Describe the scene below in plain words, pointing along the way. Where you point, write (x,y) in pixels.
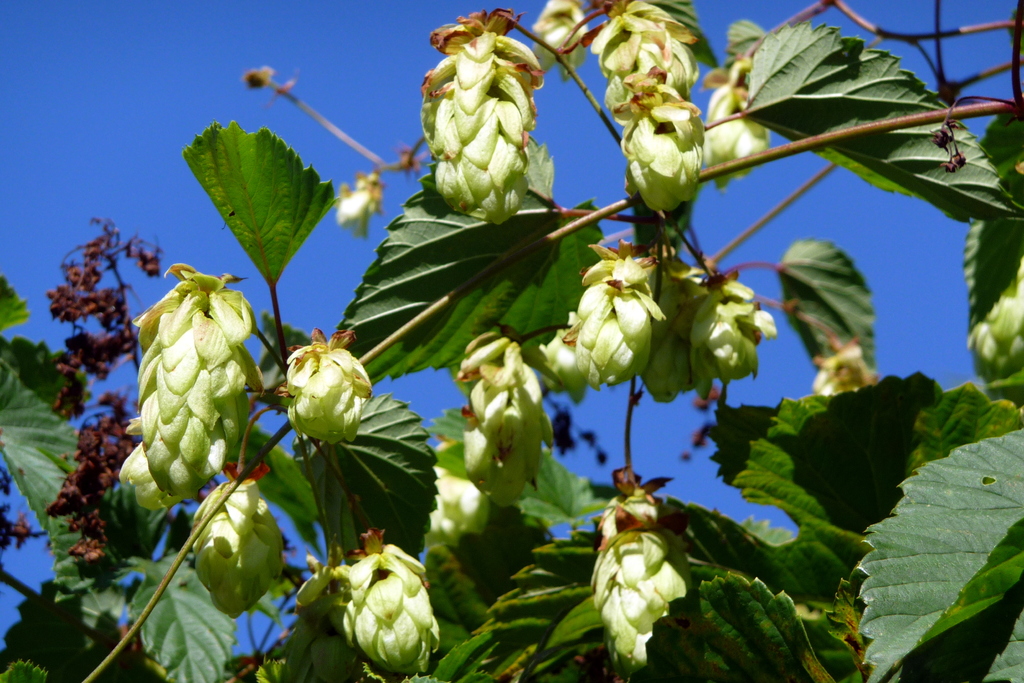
In the picture we can see a plant (823,590) with leaves (464,543) and some buds (152,320) and some dried leaves (98,483) to it and in the background (66,206) we can see a sky (312,80) which is blue in color.
